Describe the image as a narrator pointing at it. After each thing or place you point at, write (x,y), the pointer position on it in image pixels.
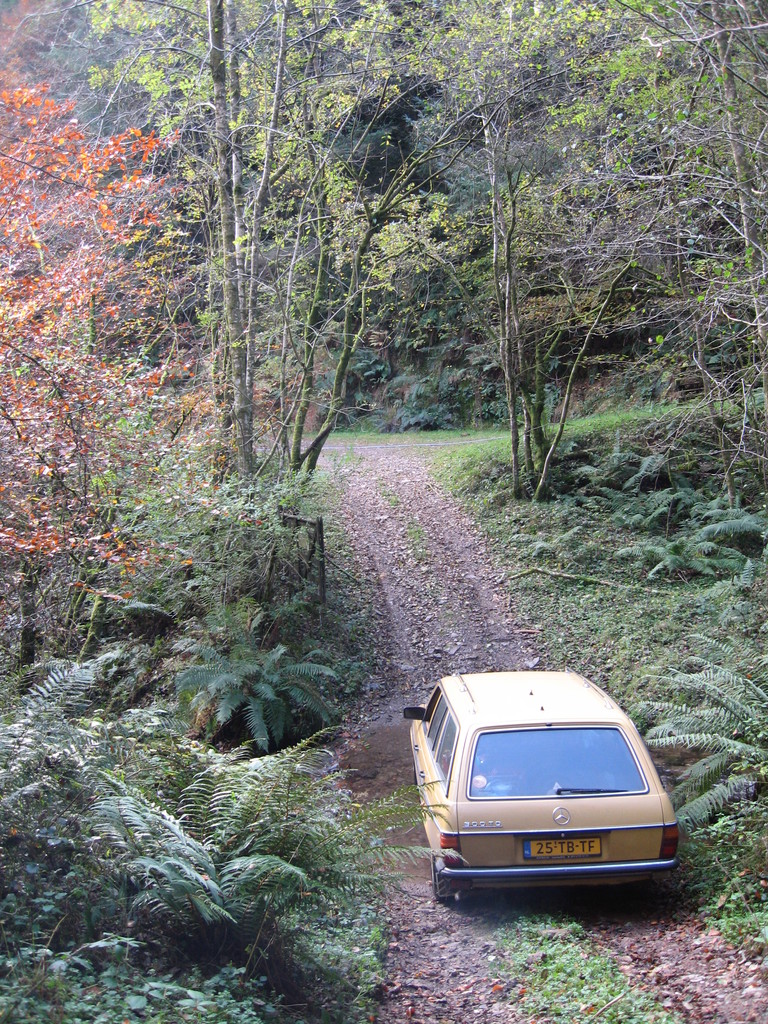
In this image I can see a car (612,777) which is cream in color on the ground (478,635). I can see few trees (241,523) on both sides of the car (536,701) and I can see orange colored leaves (89,181) to a tree (43,167). In the background (297,251) I can see number of trees (412,214).
